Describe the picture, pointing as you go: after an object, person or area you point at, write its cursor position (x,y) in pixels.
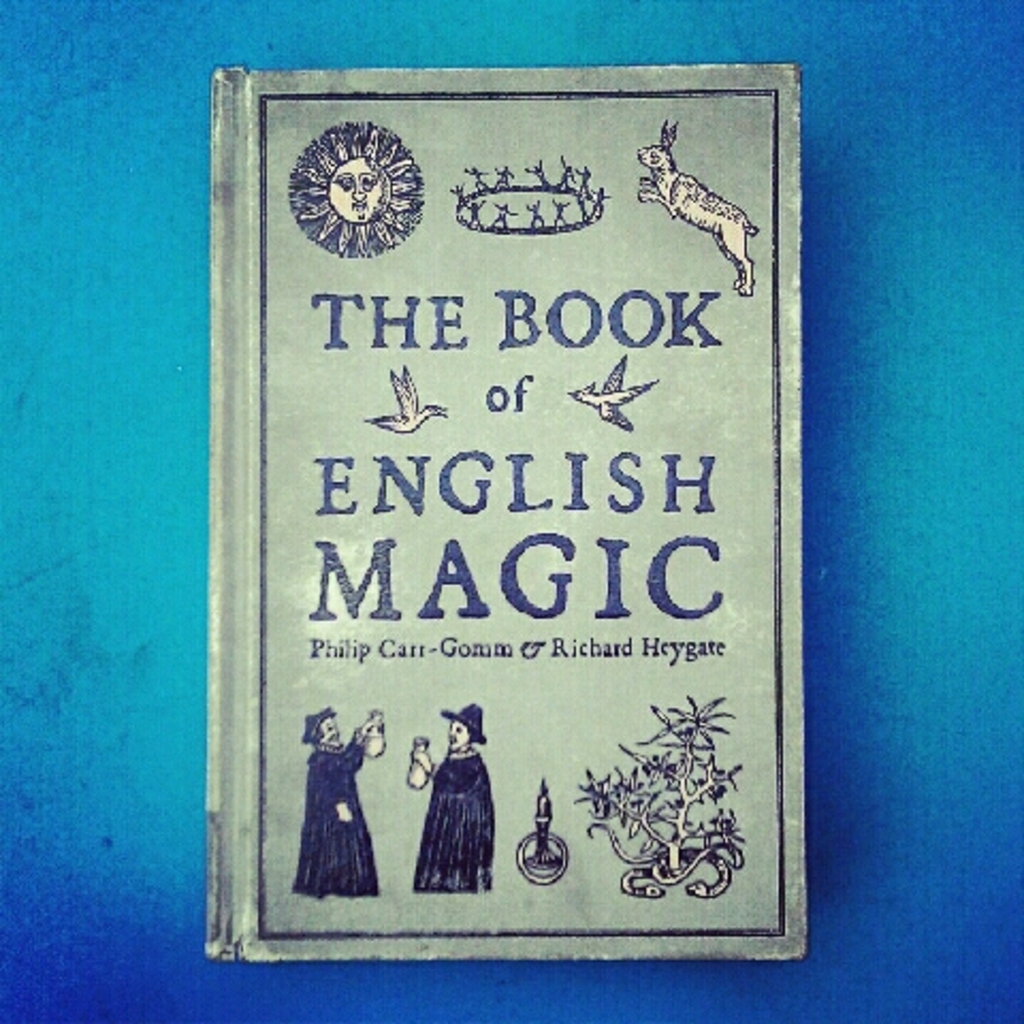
It is a book (527,356), on the left side (316,878) there are 2 persons (469,782) they wore black color dresses (456,762) and the right side it's a rabbit (713,229).
